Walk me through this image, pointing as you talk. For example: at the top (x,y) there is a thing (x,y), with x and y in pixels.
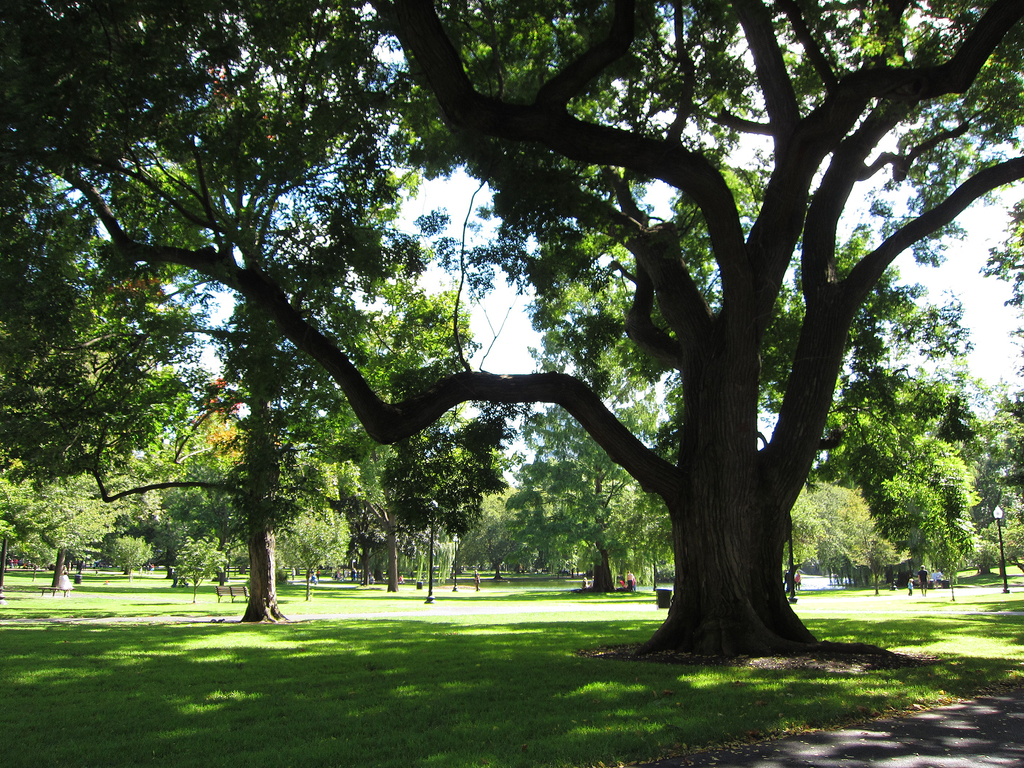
In this picture I can see the grass (426,631) on which there are few benches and I see few people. I can also see number of trees (374,476) and I see few light poles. In the background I can see the sky (738,152).
